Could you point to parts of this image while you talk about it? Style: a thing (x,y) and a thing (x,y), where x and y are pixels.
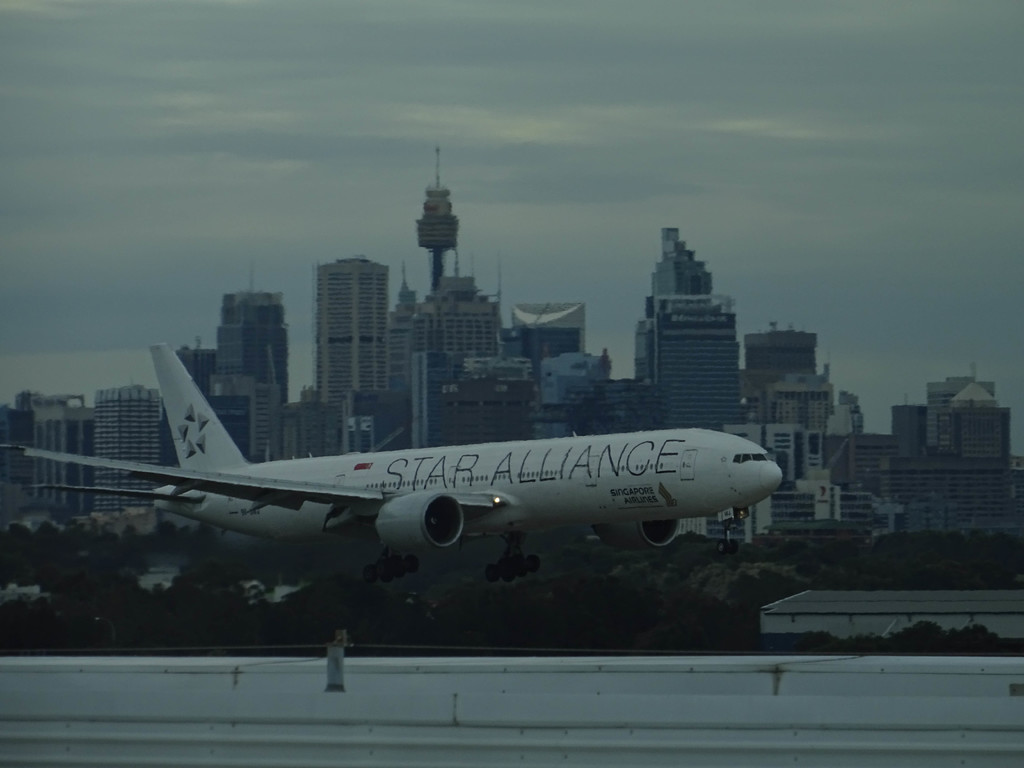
In this image I can see few buildings (691,378) and trees (768,556). In front (741,466) I can see an aeroplane (716,465) which is white color. The sky (601,140) is in white and blue color.
